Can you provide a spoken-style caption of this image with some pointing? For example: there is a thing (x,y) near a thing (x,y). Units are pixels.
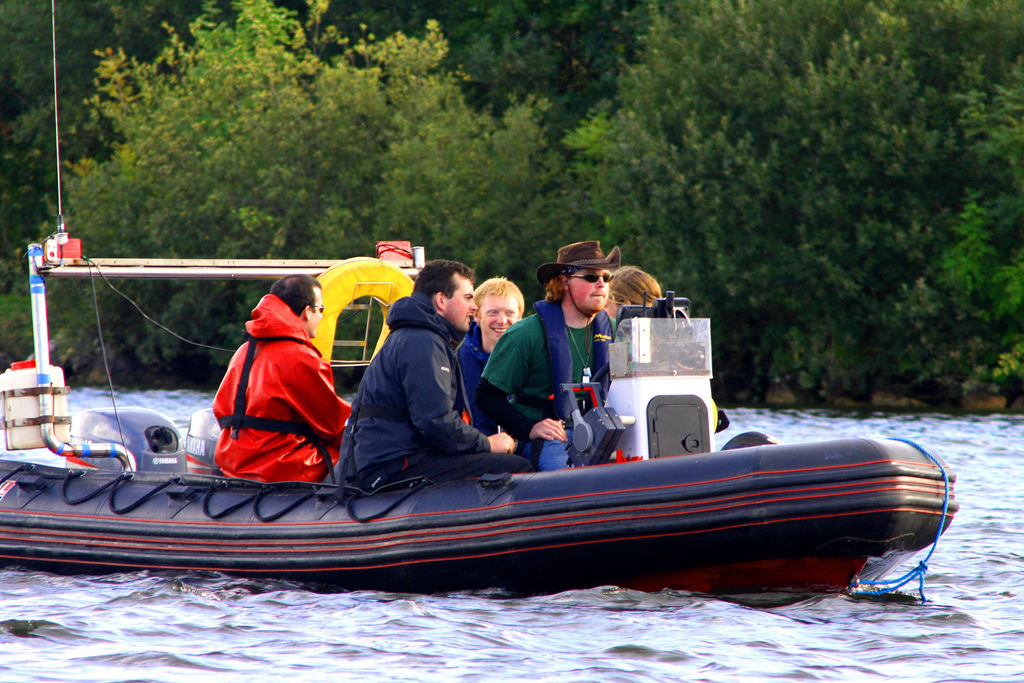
This is the picture of a river (767,635). In this image there are group of people (457,400) sitting on the boat (628,574). There is a boat (905,535) on the water (696,600). At the back (519,140) there are trees (636,127).
